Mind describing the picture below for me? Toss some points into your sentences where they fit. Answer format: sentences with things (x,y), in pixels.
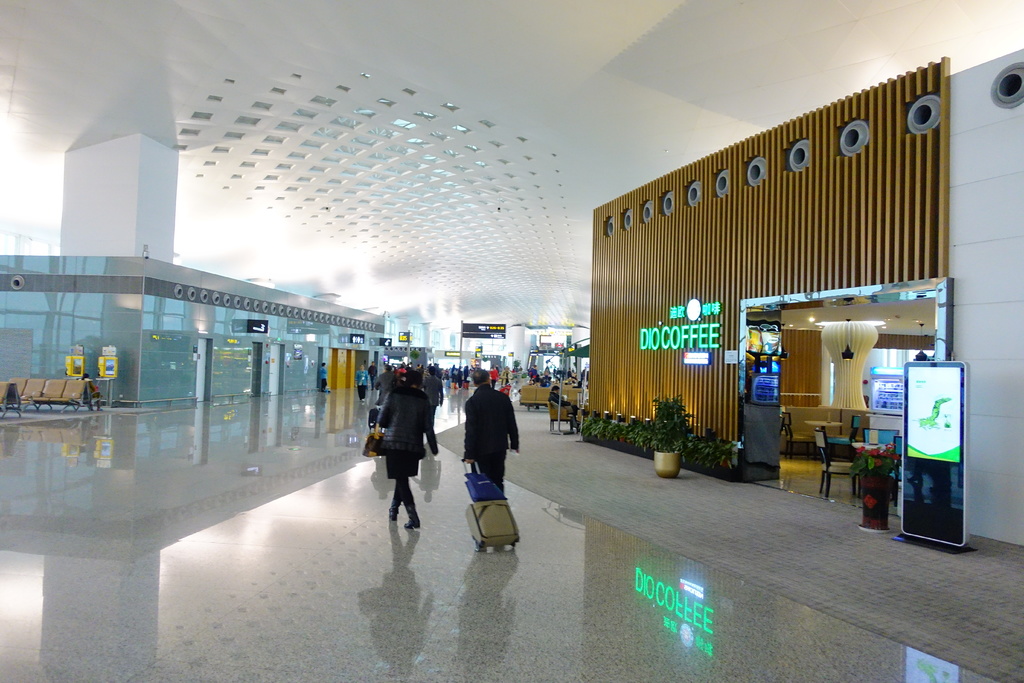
In this image a person (493,419) is holding the luggage (479,525) and walking on the floor (535,502). Beside there is a person (409,451) wearing a black jacket (409,412) is walking on the floor (433,519). There are few persons (431,404) on the floor (561,449). Right side (688,451) there is a person (567,416) sitting on the chair (564,419), beside there are few plants (609,429). There is a pot (668,464) having a plant (675,442). There is a screen (962,452). Beside there is a flower vase (870,510). There are few chairs (837,472) before tables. Left side (72,383) there are few chairs (69,397). A person (85,391) is sitting on it.
